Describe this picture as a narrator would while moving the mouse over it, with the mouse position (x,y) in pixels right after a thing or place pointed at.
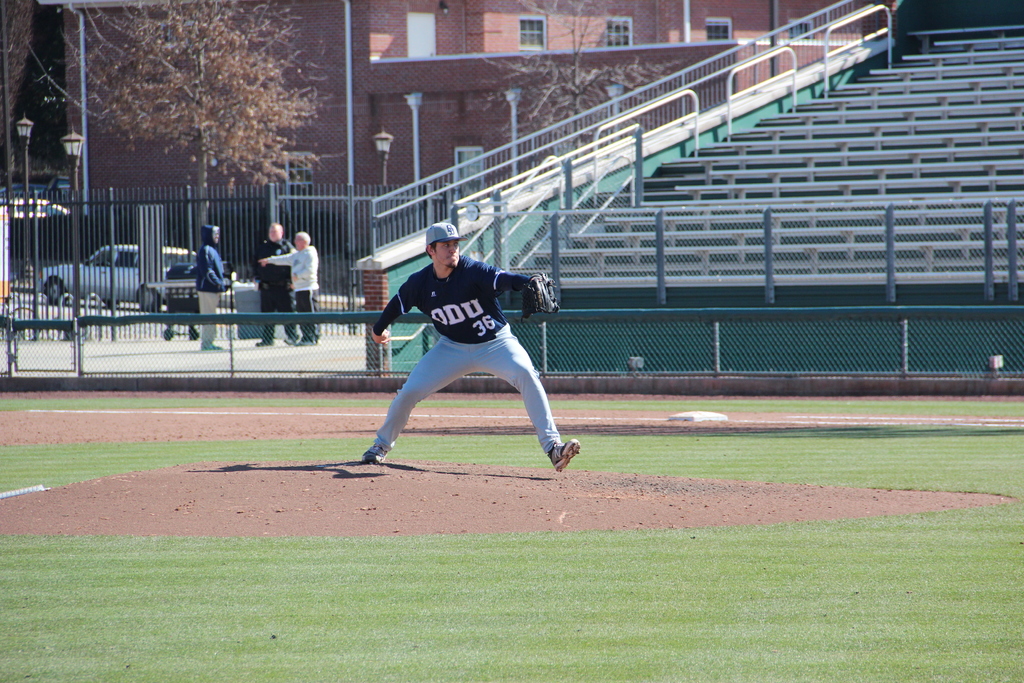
In this image we can see a person (549,424) wearing the glove (552,298) and holding the ball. At the bottom of the image (523,601) there is grass (588,594) on the surface (622,571). Behind them there is a metal fence (631,333). There are a few other people (273,337) standing. In the background of the image (76,173) there are poles (346,77). There are stairs (835,140). There is a railing (713,79). There are trees (227,66). There are buildings (328,75). There is a car (124,248).
